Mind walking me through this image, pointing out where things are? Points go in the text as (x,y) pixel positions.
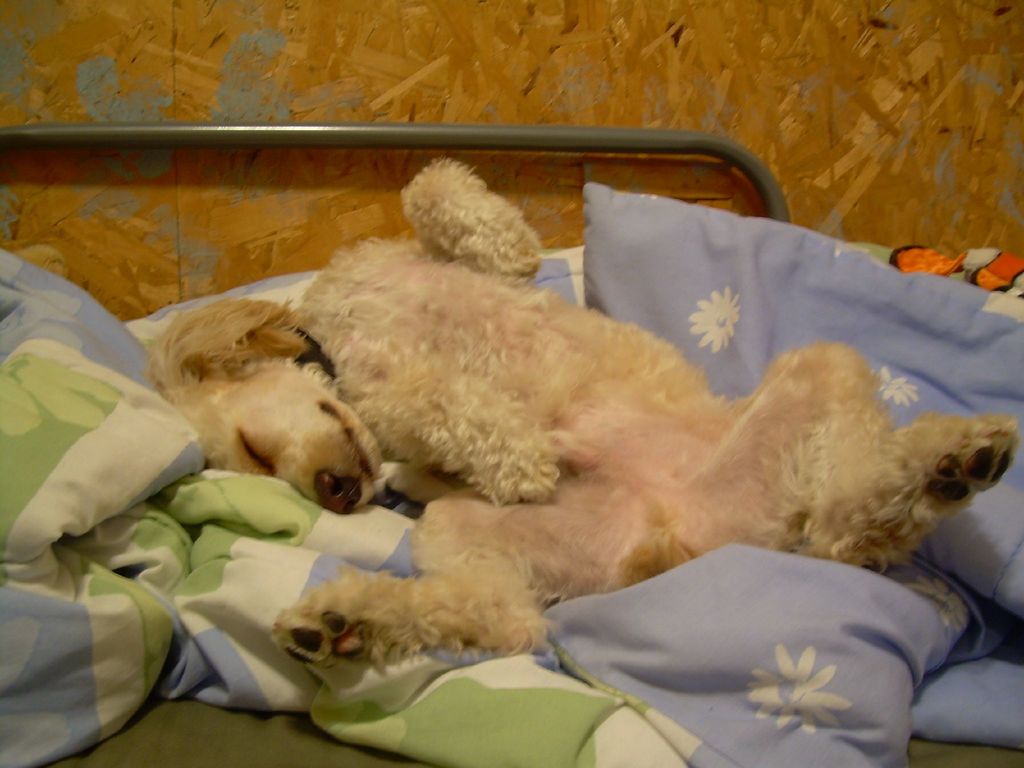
There is a dog (485,401) lying on the bed sheets (400,741) on a bed (413,754) and we can also see pillows (822,300) on the bed (795,760) and this is a wall (633,125).
